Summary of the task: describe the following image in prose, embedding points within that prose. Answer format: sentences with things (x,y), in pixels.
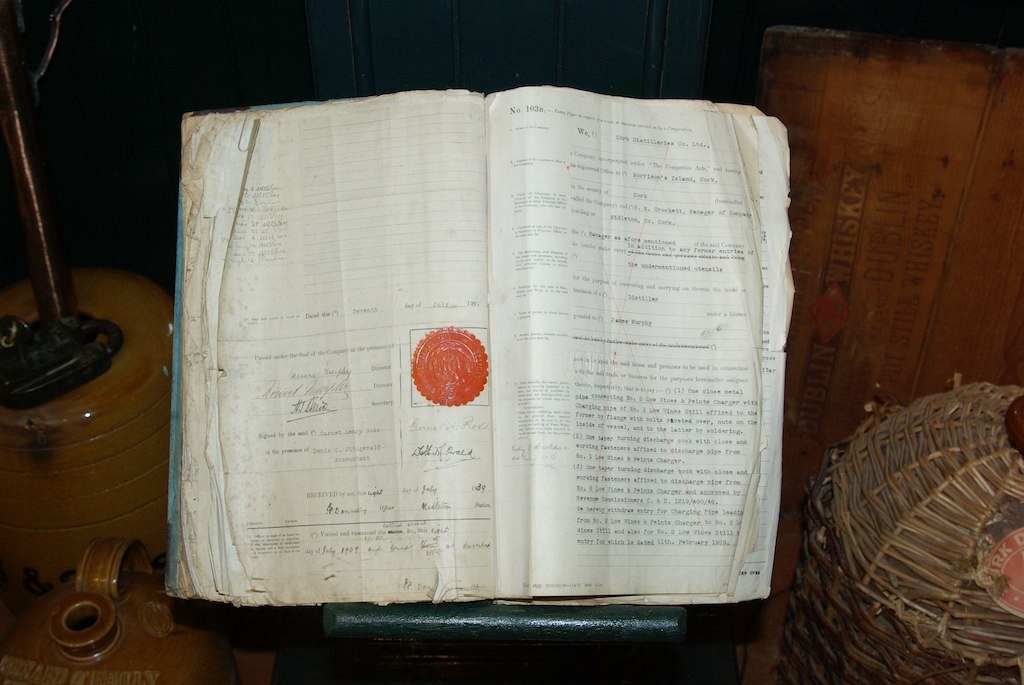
In this image we can see a book (549,359). We can see text (522,286) printed on the pages (542,417) of the book (511,423). There are few objects (86,497) in the image. There is a container (886,617) at the right side of the image (924,578).
